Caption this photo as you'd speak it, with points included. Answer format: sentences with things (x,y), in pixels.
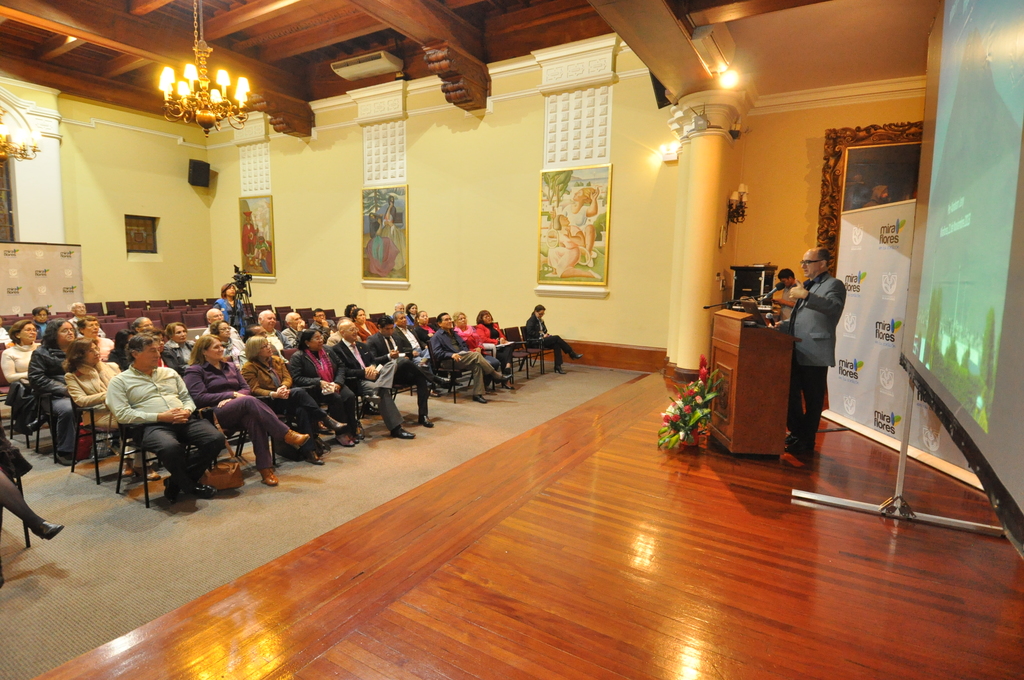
This picture is taken in a big room (343,564), In the right side (838,633) there is a floor (568,590) which in brown color, There is a brown color podium (731,377) there is a microphone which is in black color, There is a man (809,298) standing and speaking in the background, In the left side (215,372) there are some people (161,372) sitting on the chairs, In the background (329,281) there is a yellow color wall (446,222), There are some pictures (587,198) on the wall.
